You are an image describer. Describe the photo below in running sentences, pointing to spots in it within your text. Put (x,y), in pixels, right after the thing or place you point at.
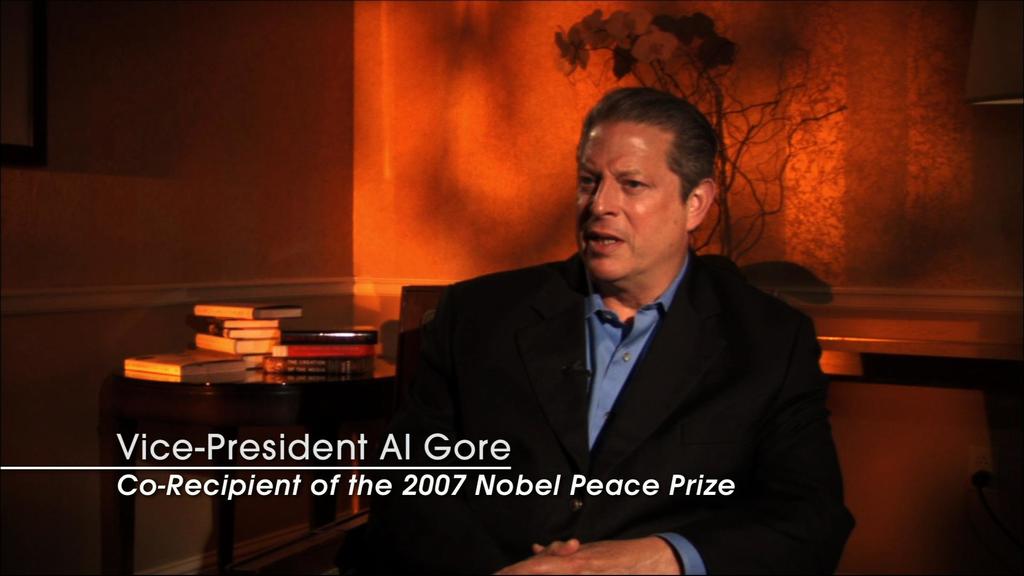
We can see a man (698,470) is sitting on a chair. On the left side (319,353) there are books (311,351) on a table (391,375), frame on the wall (437,90) and in the background (592,57) there is a plant (574,56) with flowers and at the bottom (178,487) there are texts (121,487) written on the image.
